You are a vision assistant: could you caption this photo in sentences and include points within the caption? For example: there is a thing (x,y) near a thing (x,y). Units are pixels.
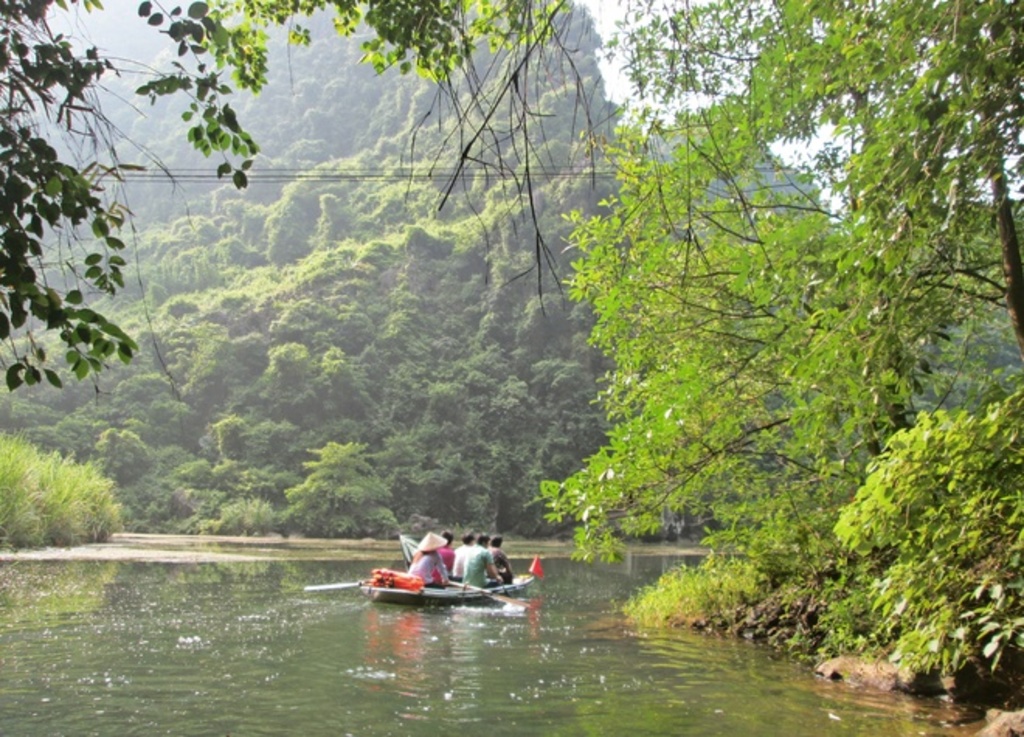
In this picture we can see a few people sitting on a boat (440,597) in water (239,640). There are few trees (832,505) on the right side (814,488). We can see a plant (55,524) on the left side (112,499). Some greenery (149,268) is visible in the background (571,92).
